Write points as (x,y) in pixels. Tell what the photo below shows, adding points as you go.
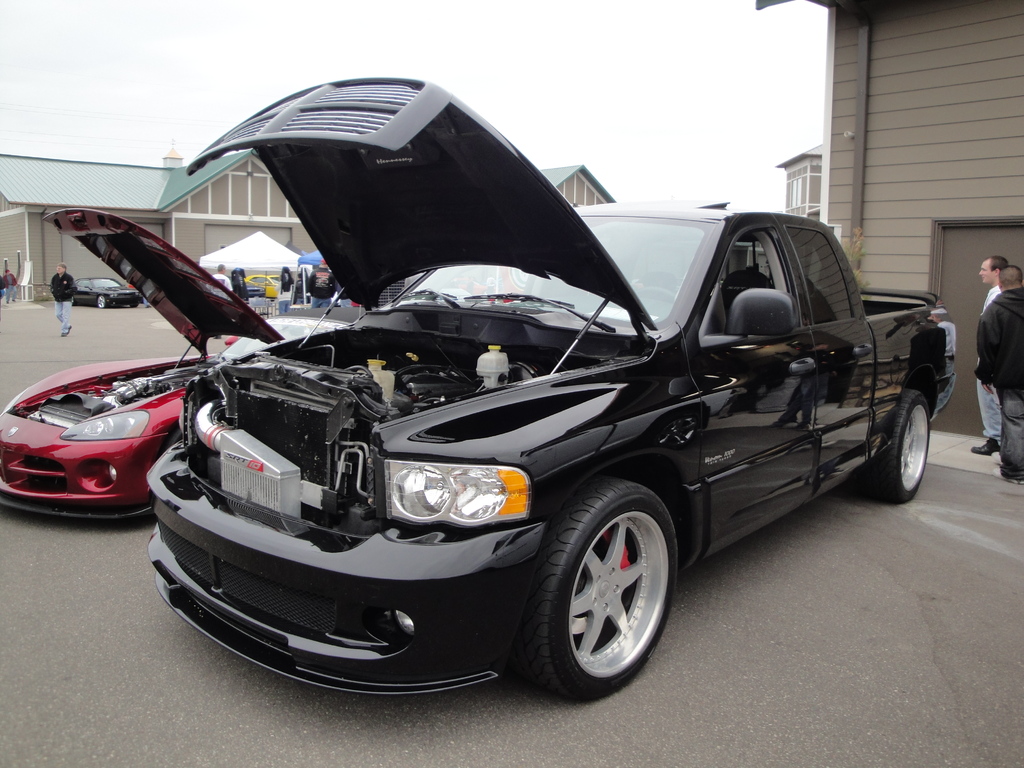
There are two cars (374,466) present in the middle of this image (425,449), and there are two persons (980,397) standing on the right side of this image (1012,342), and there is a car (120,286), tents (275,264) and some persons (323,269) standing on the left side of this image (6,287). There are some buildings (146,189) in the background (243,181). We can see there is a sky (483,54) at the top of this image (535,50).
